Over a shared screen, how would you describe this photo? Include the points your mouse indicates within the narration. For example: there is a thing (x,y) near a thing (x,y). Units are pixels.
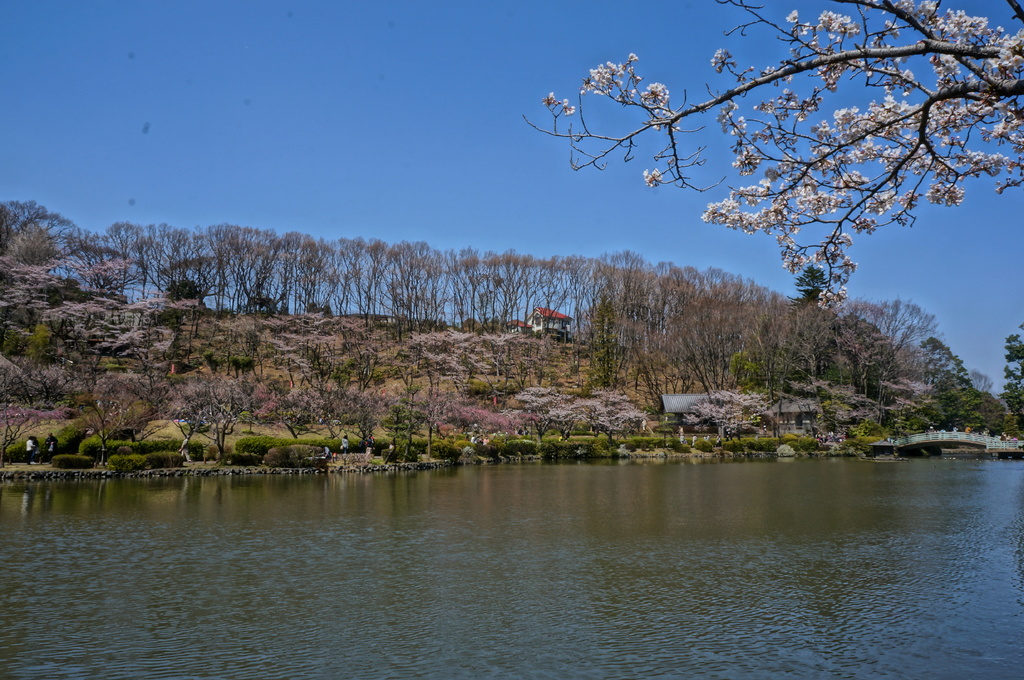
In this image I can see the water (464,549), the ground (232,465), few plants (279,459), few trees (281,428) and few persons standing on the ground (373,459). In the background (799,409) I can see few buildings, few trees (512,349), few flowers (911,124) which are white in color and the sky (234,53).
